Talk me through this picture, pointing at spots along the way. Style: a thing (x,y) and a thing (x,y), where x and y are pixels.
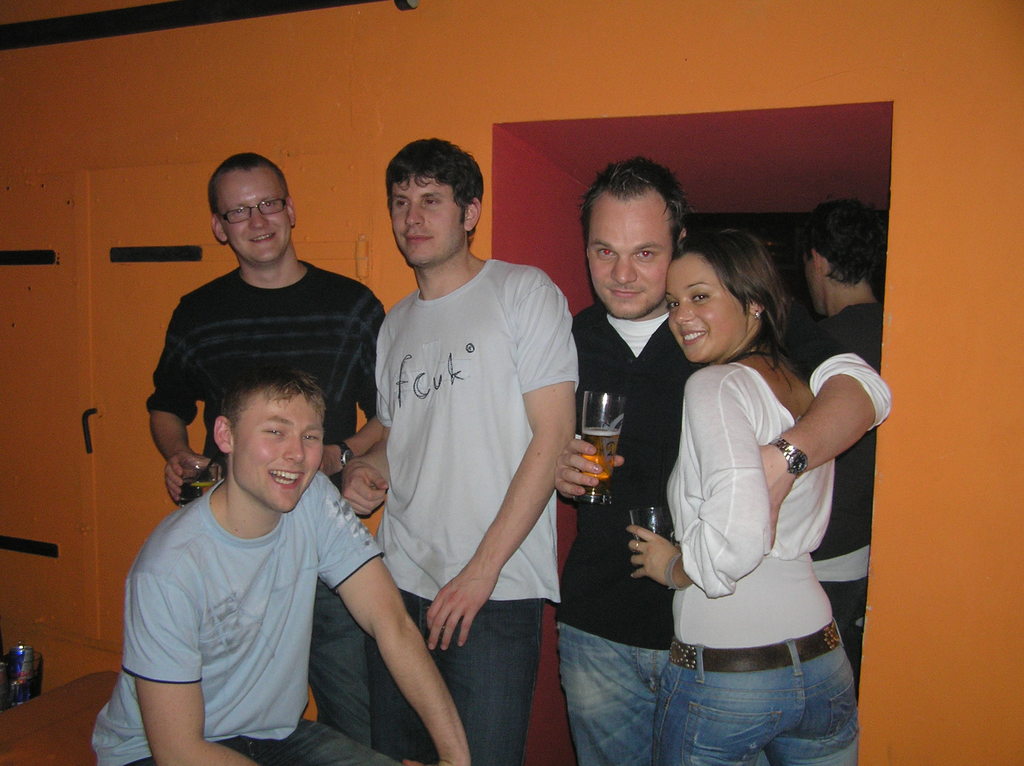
In this image we can see people (690,481) standing and holding glasses (615,406). At the bottom (293,669) there is a man (242,666) sitting. In the background (179,161) there is a wall (536,128) and a door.
